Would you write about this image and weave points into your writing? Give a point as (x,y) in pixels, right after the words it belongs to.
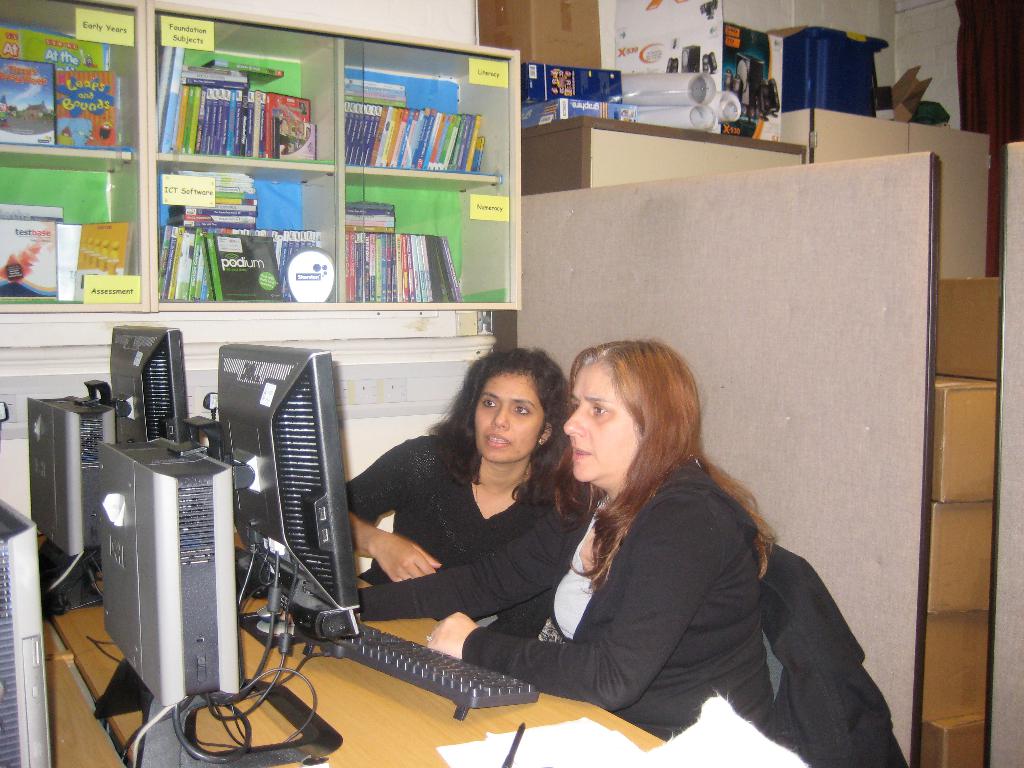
In this image we have 2 women (447,603) sitting in the chair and watching the computer (221,486) and the background we have books (394,152) in the rack (421,148), some papers (709,77) and some boxes (864,46) in the cupboard (940,143).
